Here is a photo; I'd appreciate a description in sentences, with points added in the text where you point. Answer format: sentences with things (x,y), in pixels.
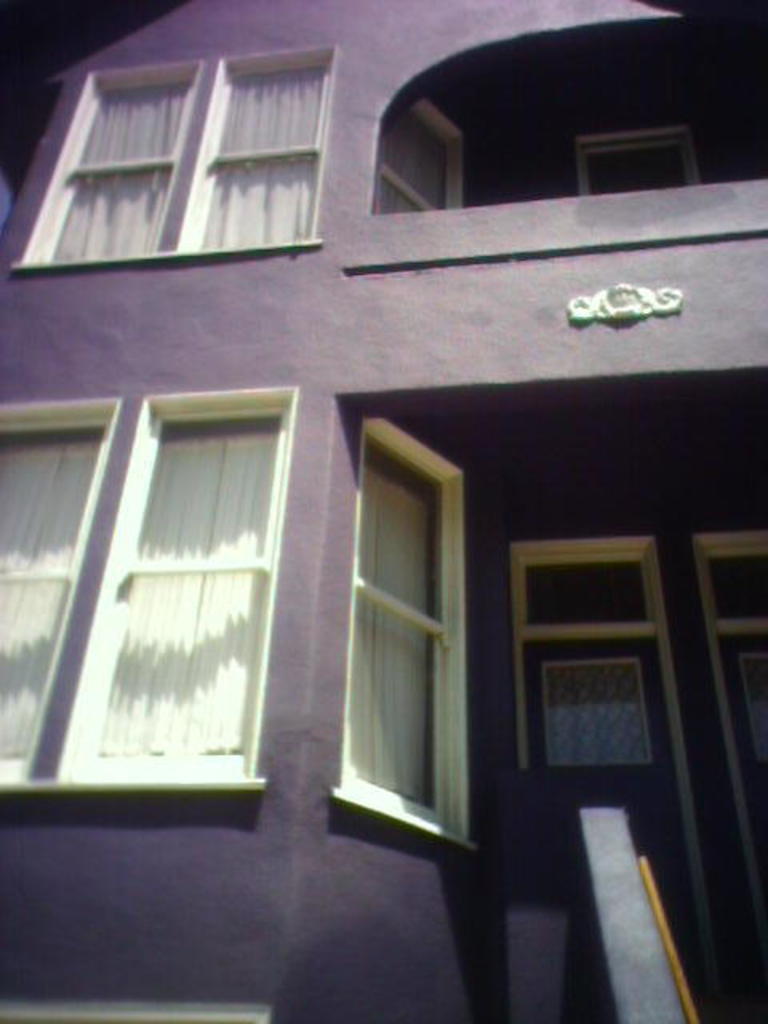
In this image in the front (509,366) there is a building (357,465) and there are windows (194,208) on the building (327,694) which are white in colour and behind the windows (219,186) there are curtains (210,630) which are white in colour.
